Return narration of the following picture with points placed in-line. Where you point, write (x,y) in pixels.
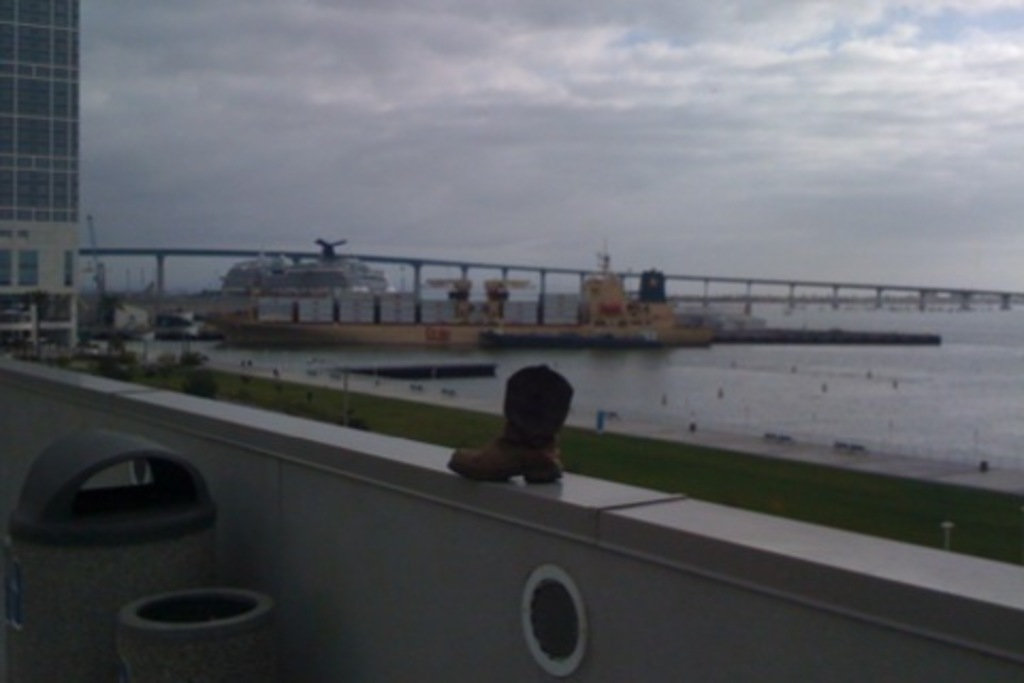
There is a wall (414,586). On that there is a shoe (476,469). Near to the wall (269,463) there are some bins (139,547). In the back (658,351) there is water (677,349), building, railings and sky (590,113). It is looking blurred in the background (670,295).
